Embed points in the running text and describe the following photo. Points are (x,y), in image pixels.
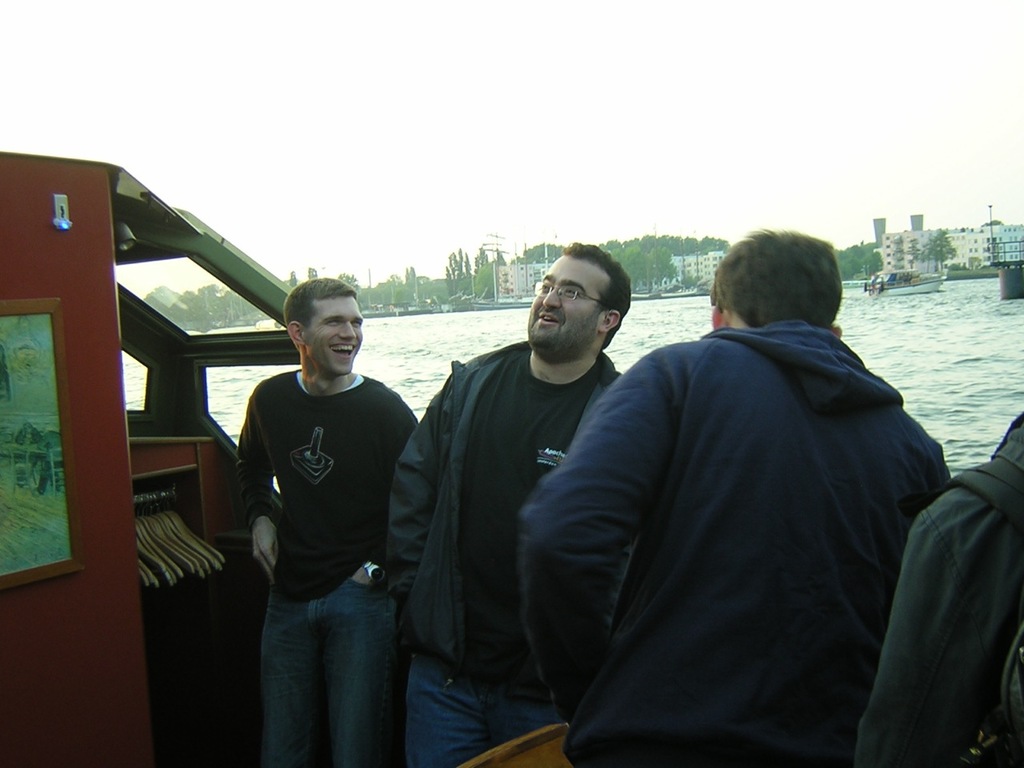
In the image there are few men (326,545) in jackets (527,549) standing in boat (231,758) on the sea (950,313) and in the background (482,286) there are buildings (920,253) with trees (668,251) on the side of them and above its sky (662,143).
